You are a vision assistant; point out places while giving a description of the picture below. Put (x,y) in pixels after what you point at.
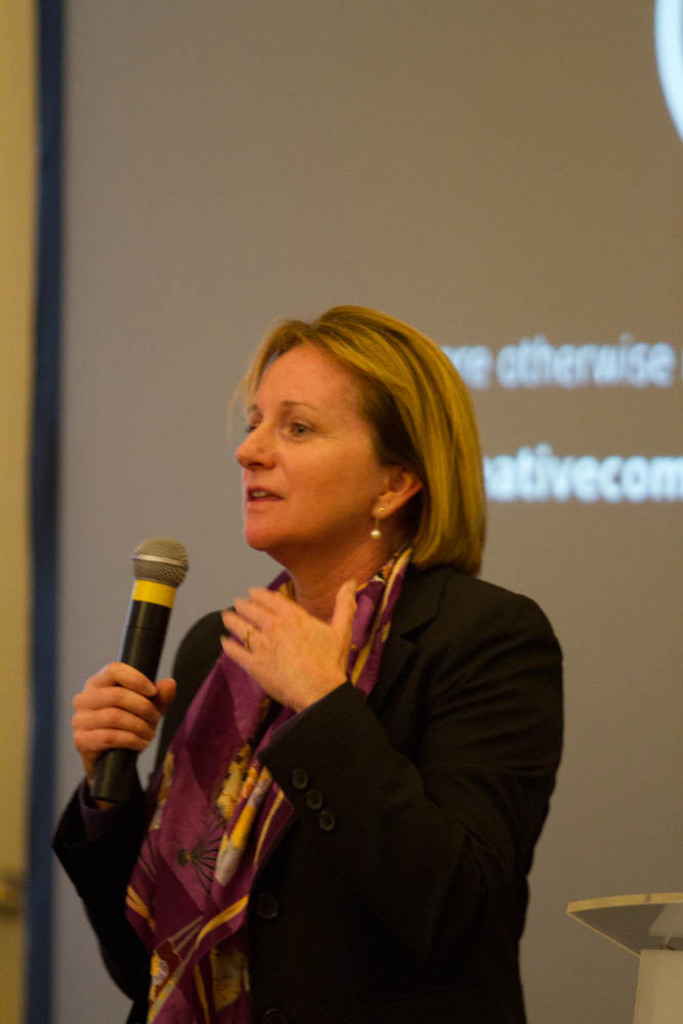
This image consist of a woman (200,652) wearing black coat (417,711). In the background (422,288), there is a screen (339,122) on the wall (8,388).
